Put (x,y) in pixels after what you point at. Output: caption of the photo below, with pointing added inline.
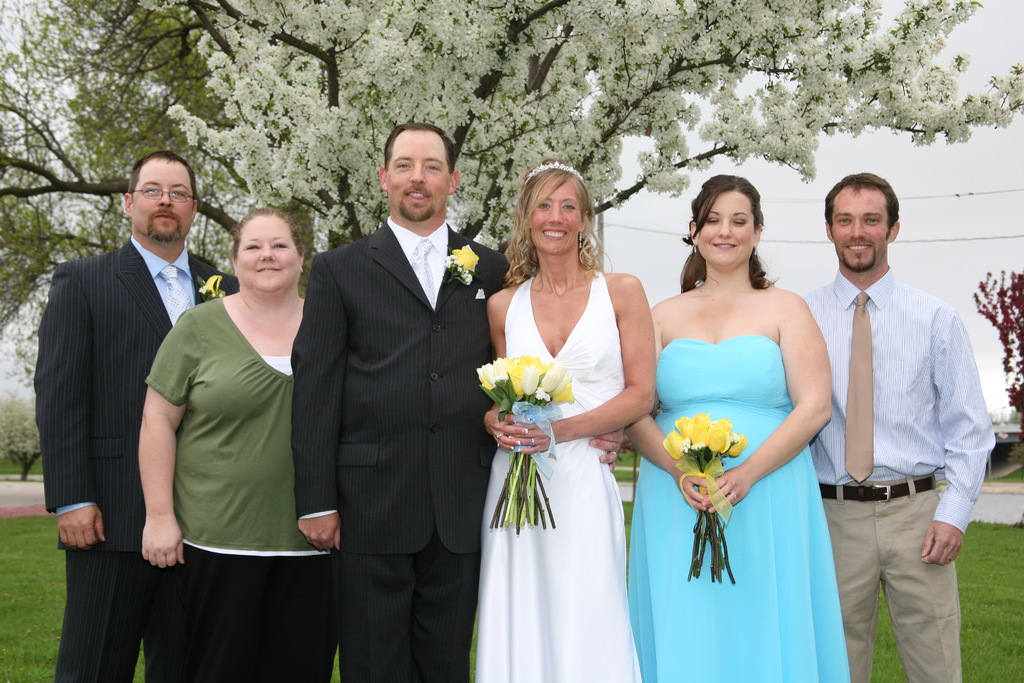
In this image we can see some persons (217,359), flowers (677,448) and other objects (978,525). In the background of the image (496,124) there are some trees (558,89), cables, the sky (770,166) and other objects (17,487).
